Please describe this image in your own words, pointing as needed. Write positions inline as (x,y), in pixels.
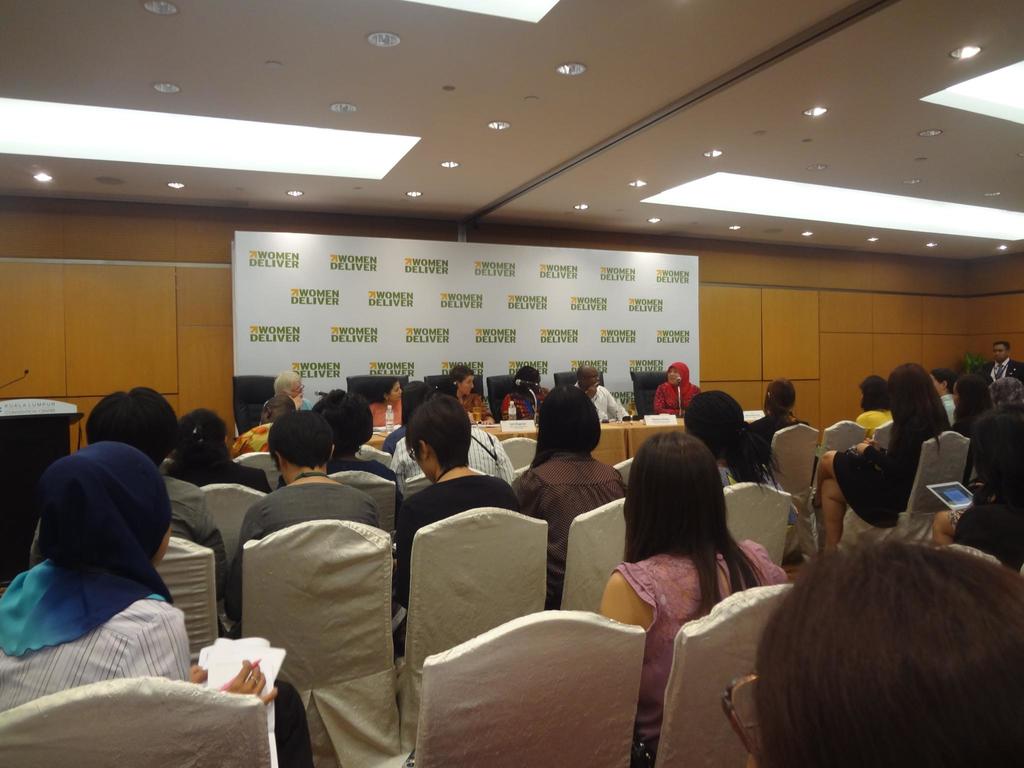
In this picture we can see a group of people (127,464) are sitting on chairs (463,513) and in front of the people (476,454) there is a table (642,436) and on the table (623,436) there are bottles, name boards (531,431) and microphones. Behind the people (485,492) there is a board (659,334) and on the top (731,186) there are ceiling lights (739,198).
